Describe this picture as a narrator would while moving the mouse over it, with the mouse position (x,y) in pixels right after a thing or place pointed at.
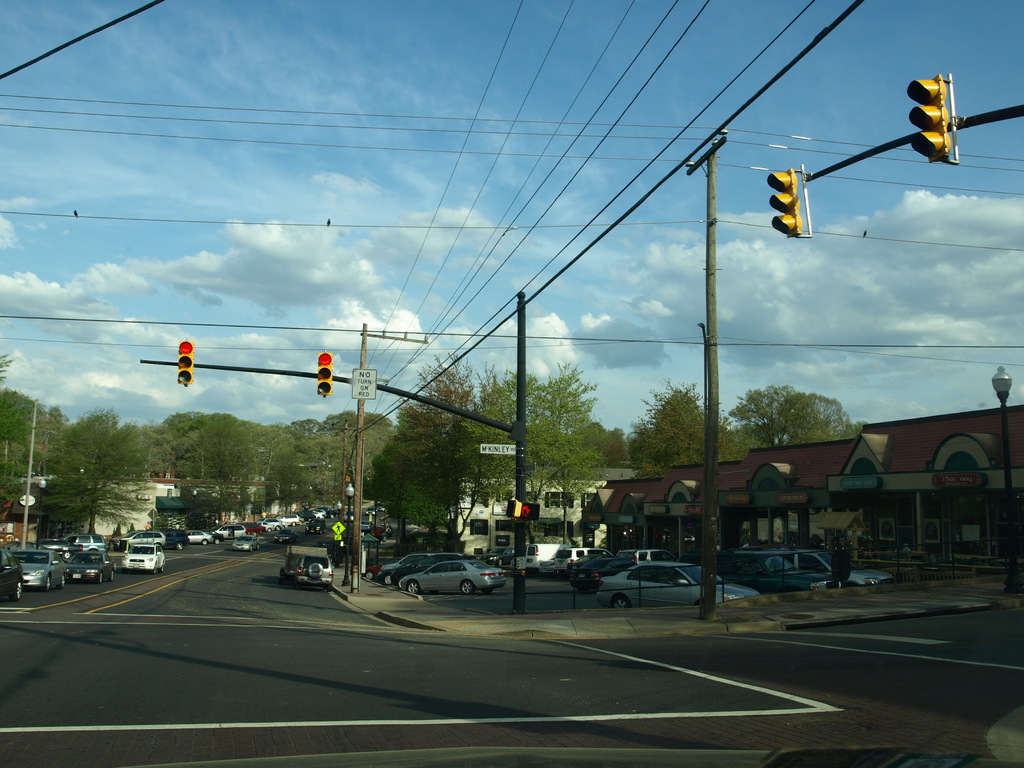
In this image there are cars (695,572) on the road (240,630). There are traffic lights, street lights (349,512), current poles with wires (572,266). There are directional boards (339,524). In the background of the image (377,489) there are trees (408,438), buildings (914,431) and sky (376,187).
